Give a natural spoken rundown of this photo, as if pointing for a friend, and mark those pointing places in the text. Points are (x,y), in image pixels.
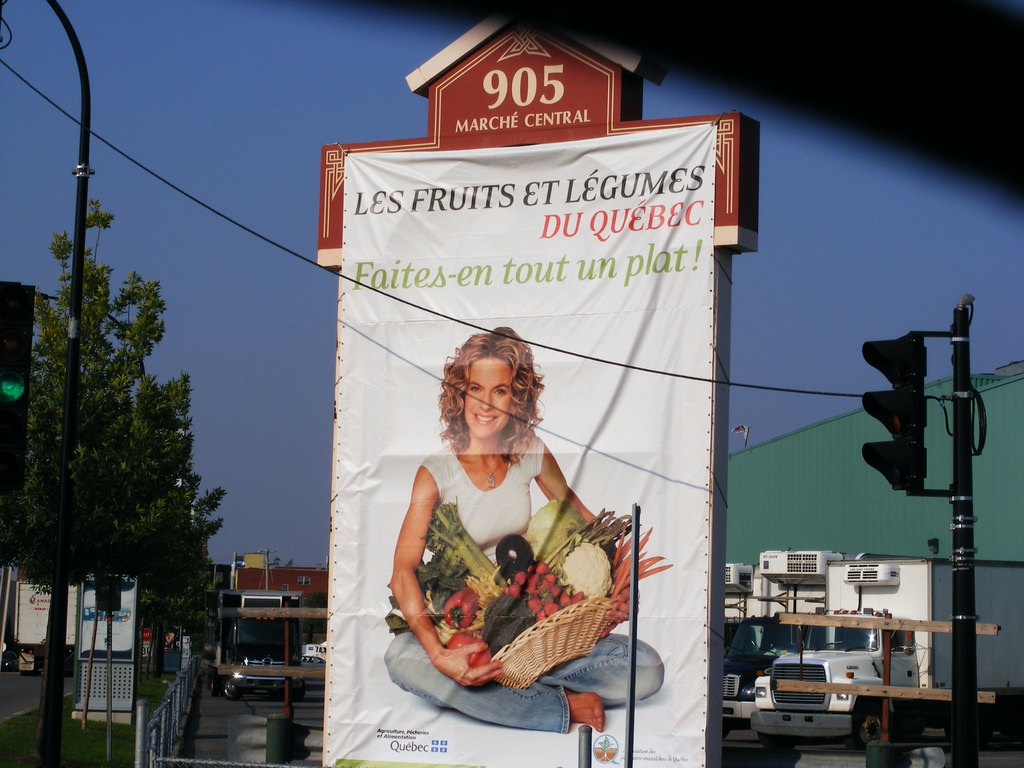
In this image I can see a banner (598,730) in the front (608,715). There are poles (956,487), wire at the front (288,643), there are vehicles (271,640), trees (53,358), traffic signals (7,324) on the either sides. There are buildings (271,585) at the back (293,586). There is sky (67,103) at the top (201,49).
